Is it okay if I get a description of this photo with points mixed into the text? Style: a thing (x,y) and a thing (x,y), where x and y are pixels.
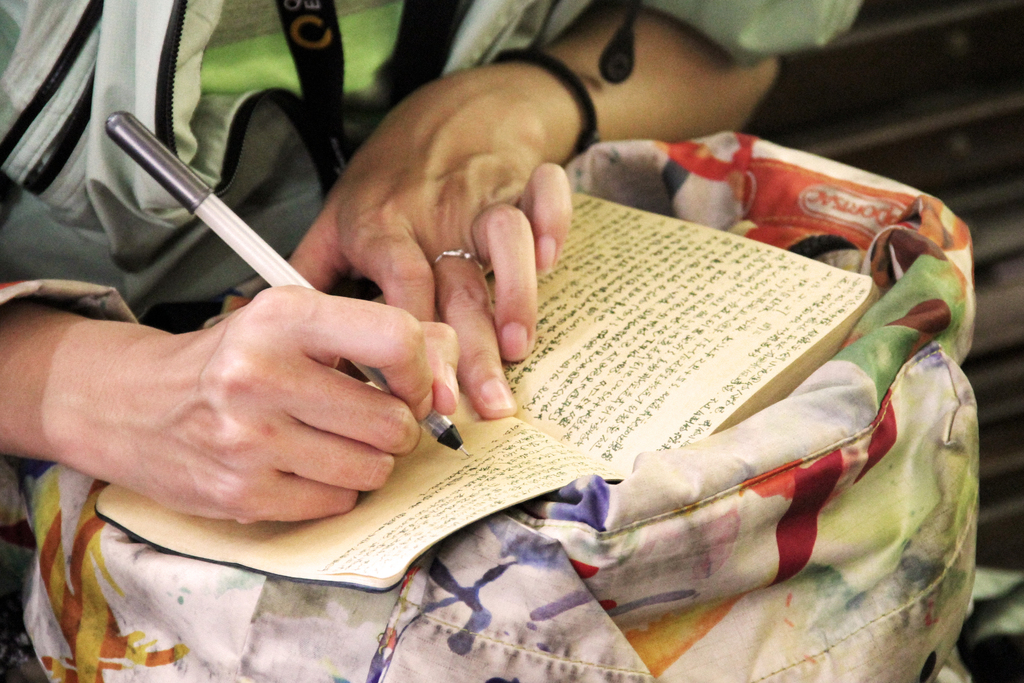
In this image I can see the person (280,107) with the dress (302,160) and book (521,384). I can see the person (379,357) holding the pen (257,242). I can see the blurred background (969,167).
